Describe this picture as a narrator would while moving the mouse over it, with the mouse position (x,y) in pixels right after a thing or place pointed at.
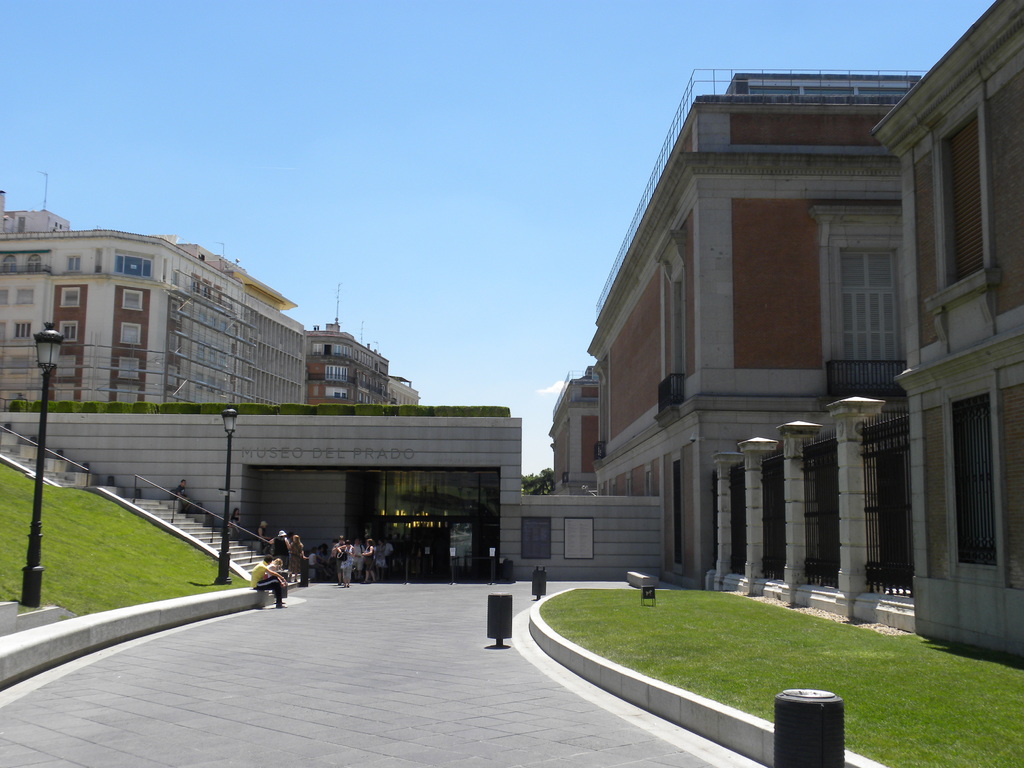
This image is taken outdoors. At the bottom of the image (324,675) there is a floor (366,628) and a ground (770,631) with grass (779,640) on it. At the top of the image (232,128) there is a sky (491,300) with clouds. On the left side of the image (209,529) there are two street lights (223,538) and a staircase (54,477) with railings (77,466). In the background (215,438) there are a few buildings (692,363) with walls (803,277), windows (863,299), doors (476,549), pillars (724,473), railings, balconies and roofs (727,98). In the middle of the image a few people (280,553) are standing on the floor (370,592) and a few (274,592) are sitting.
